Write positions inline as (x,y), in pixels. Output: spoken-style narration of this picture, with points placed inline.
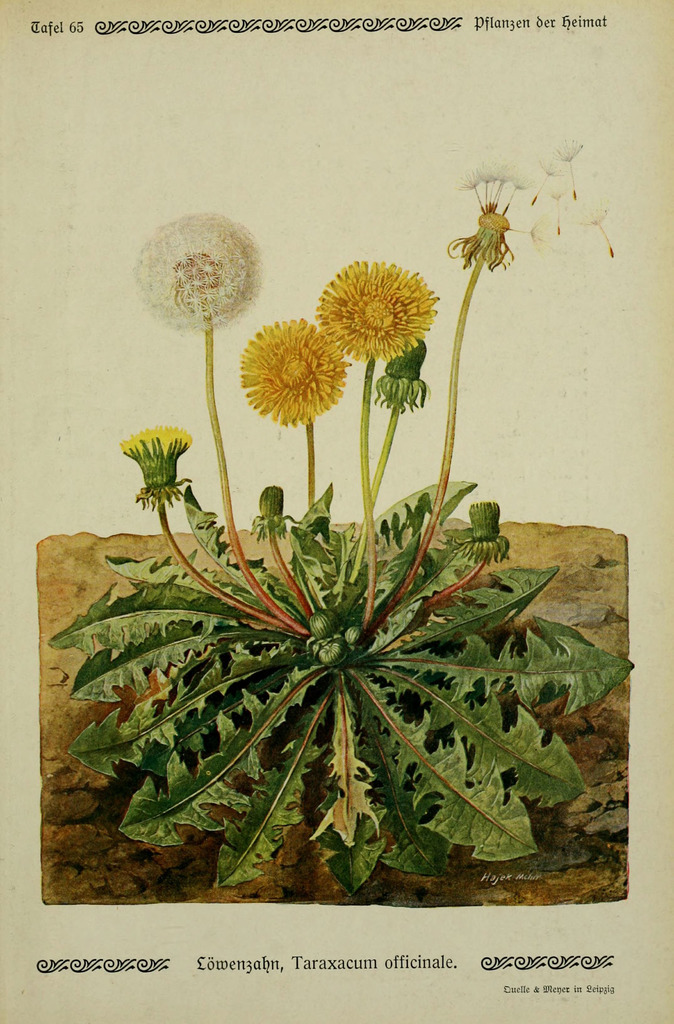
This looks like a poster (186,577). Here is a plant (338,565) with different types of flowers (381,350) and leaves (237,634). These are the letters (488,21) and design (558,961) on the poster (659,774).
